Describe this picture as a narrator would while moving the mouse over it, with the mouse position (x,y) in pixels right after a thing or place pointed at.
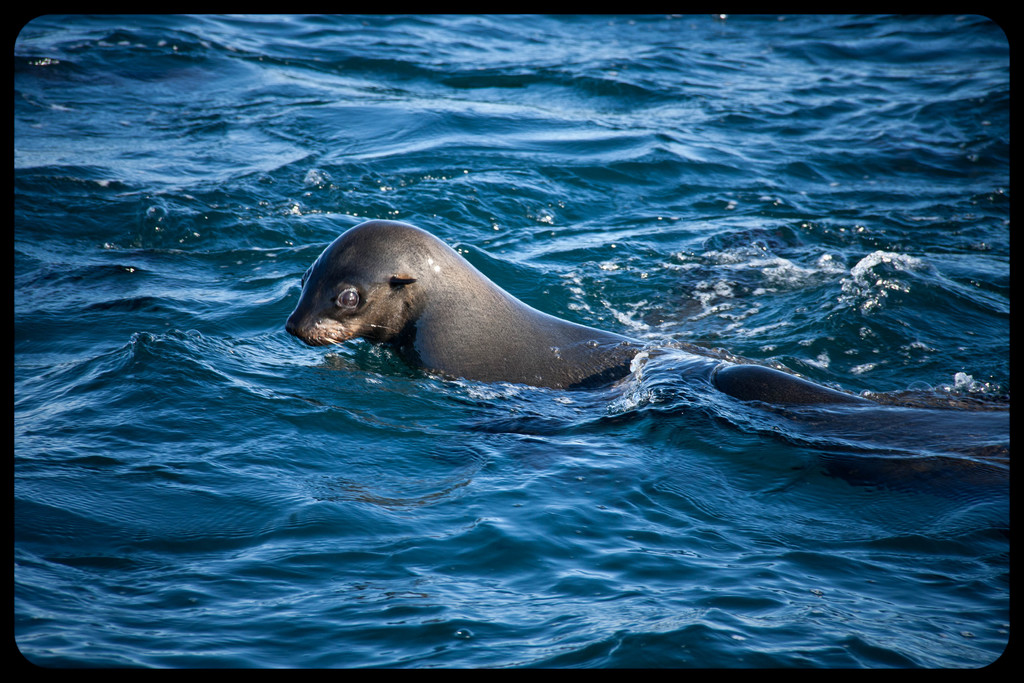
In this image we can see a seal (349,282) swimming in the water (425,509).
